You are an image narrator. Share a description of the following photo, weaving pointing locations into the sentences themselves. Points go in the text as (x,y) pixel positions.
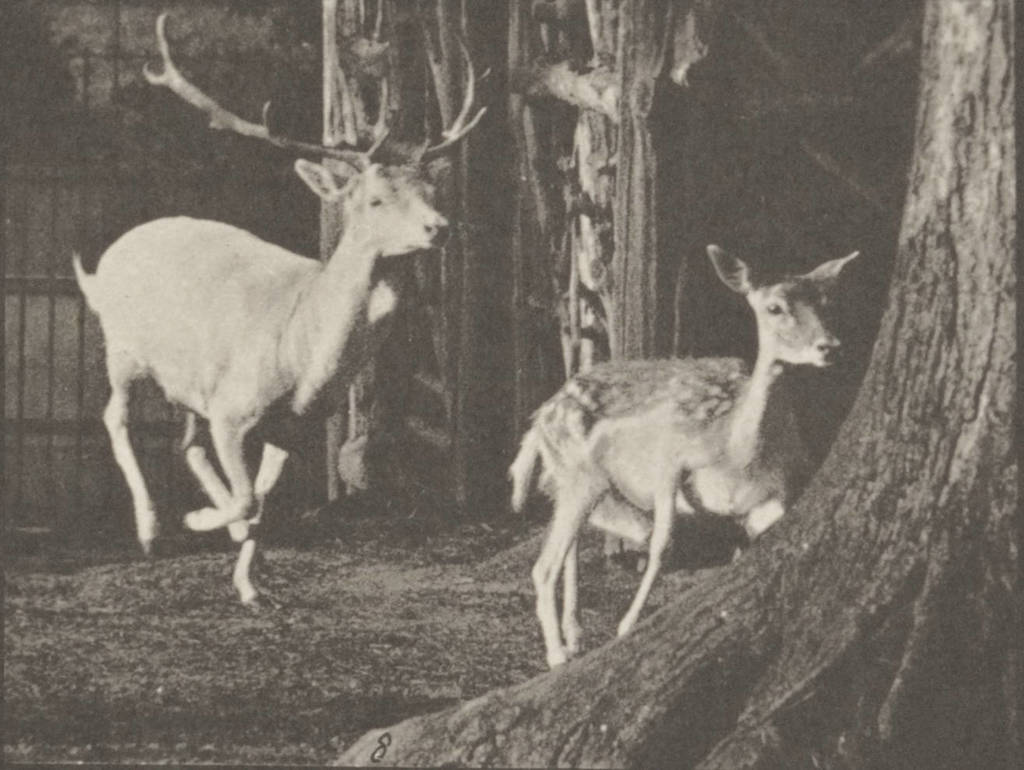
In this image, we can see two deer (214,526) are running on the ground (437,688). Here we can see tree trunks (995,307) and grill (95,174).
